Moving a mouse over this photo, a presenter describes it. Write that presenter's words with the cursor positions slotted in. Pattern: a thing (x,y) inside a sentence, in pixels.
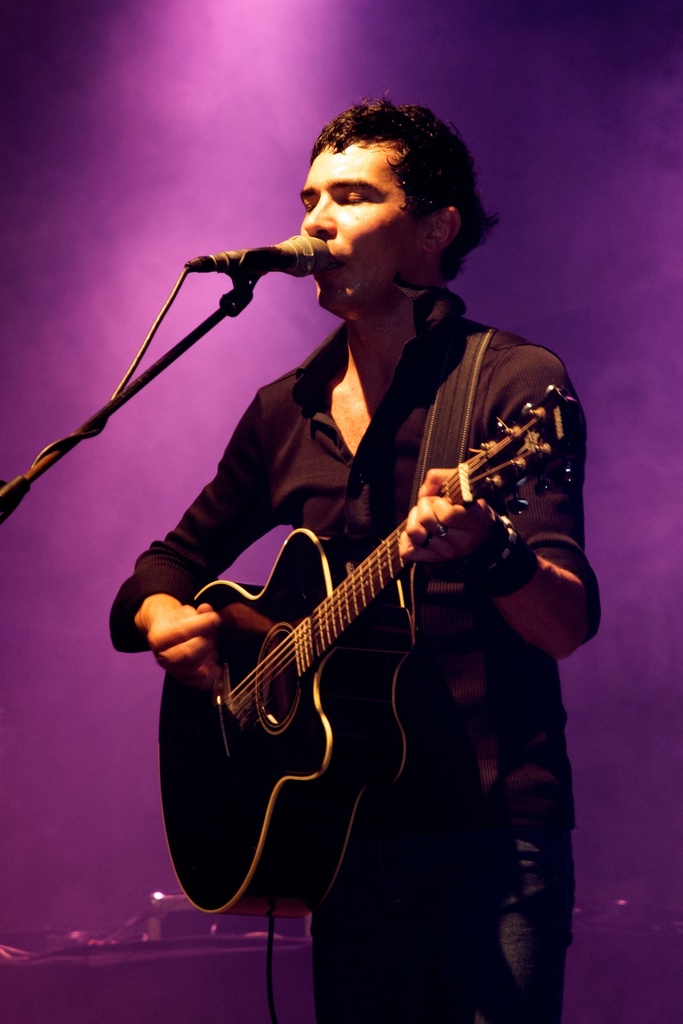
there is a person (469,635) playing guitar (402,634) and singing in a microphone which is in front of him.
